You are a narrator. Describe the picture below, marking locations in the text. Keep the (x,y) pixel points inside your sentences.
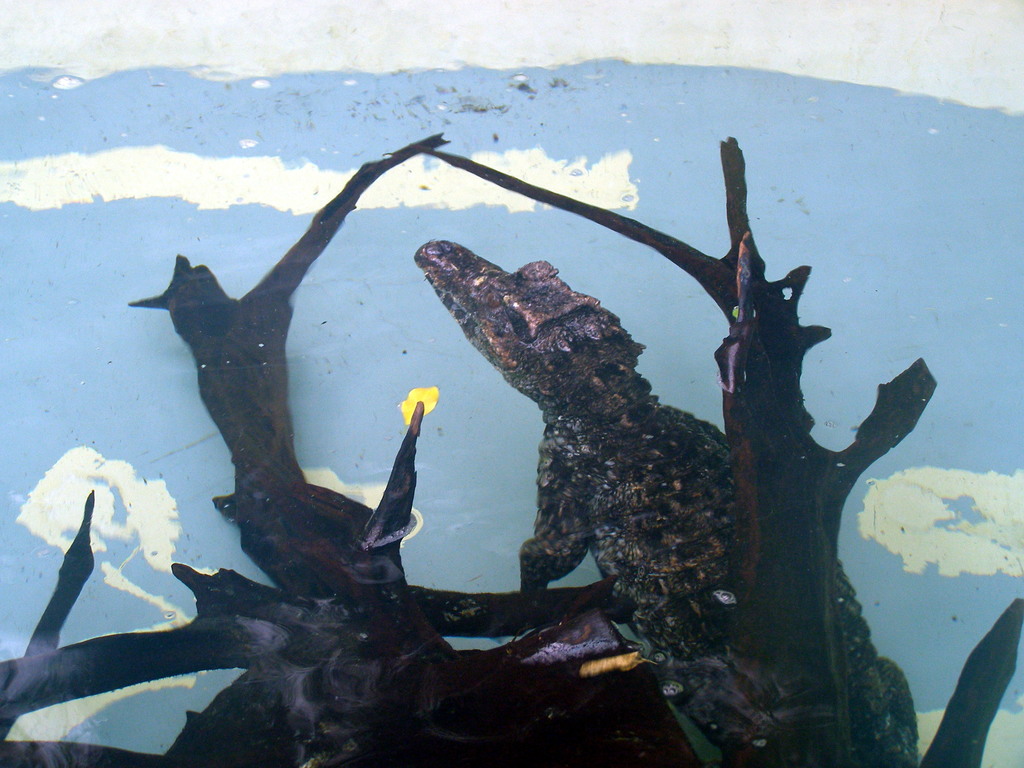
In this image there is a reptile (638,436) towards the bottom of the image (657,527) on a wooden object (285,458), at the background of the image (131,164) there is a wall (851,43).
